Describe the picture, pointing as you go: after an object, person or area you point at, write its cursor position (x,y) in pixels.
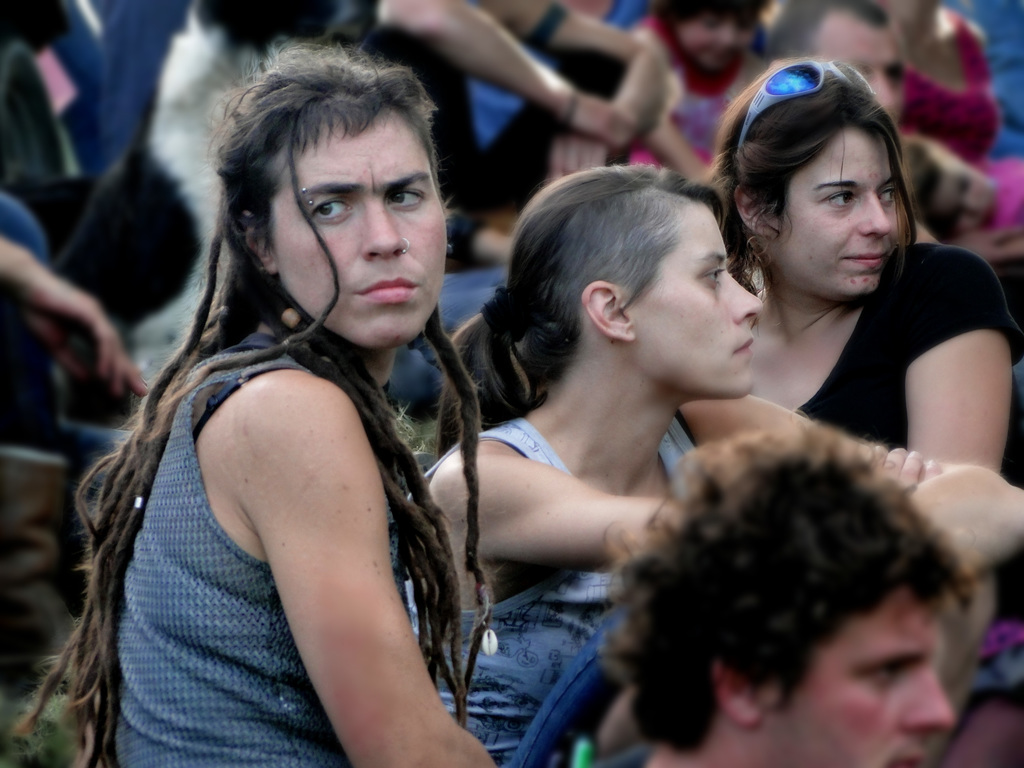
Here we can see few persons (308,318) and in the background (140,12) there are few people (43,589) and the image is blur.
